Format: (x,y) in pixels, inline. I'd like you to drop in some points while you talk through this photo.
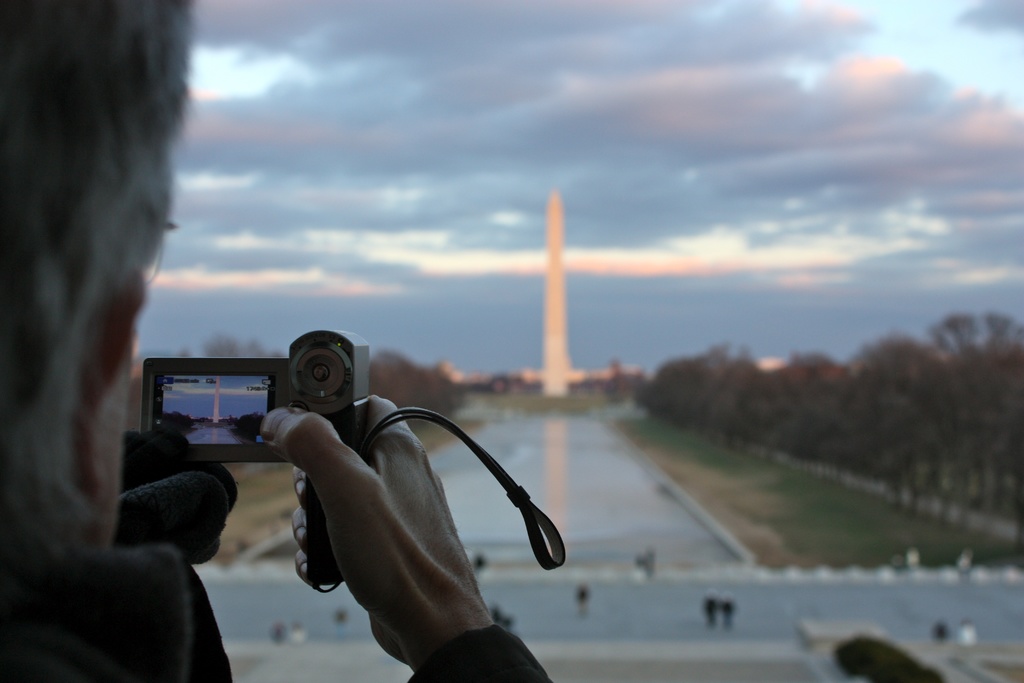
In this image we can see a person (60,592) holding a video camera (357,438) in his hands (352,463) and recording. In the background (502,308) we can see trees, building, clouds (488,308) and sky (783,165).
